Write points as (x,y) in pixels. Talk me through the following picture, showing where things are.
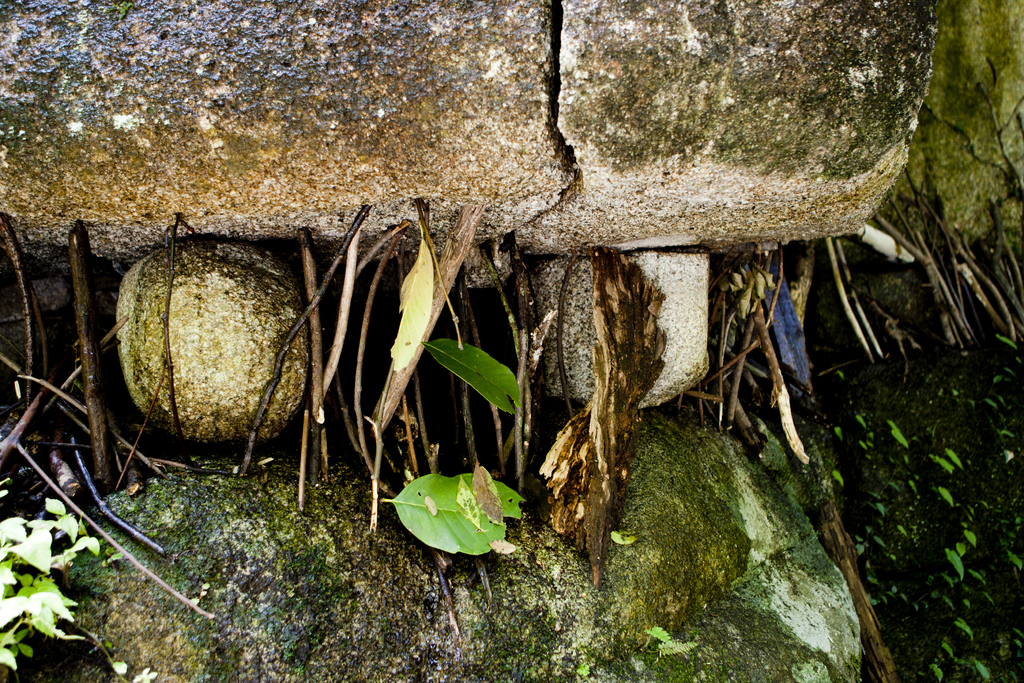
As we can see in the image there are rocks (335,511) and leaves (454,522).
